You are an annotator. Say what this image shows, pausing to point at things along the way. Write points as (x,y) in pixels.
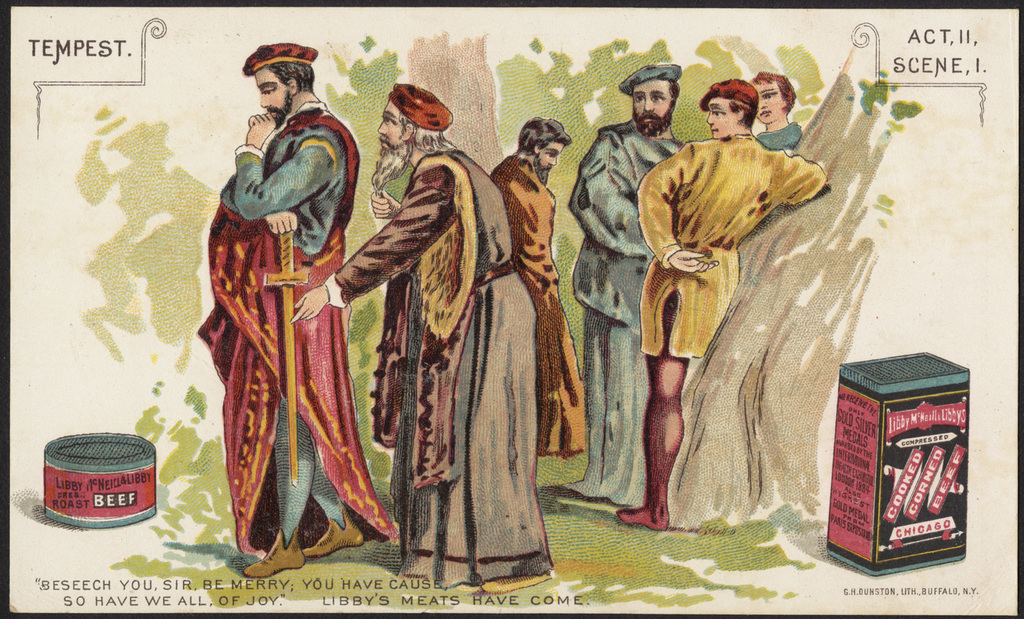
In this image I can see a poster (535,505). There is a drawing (240,445) of people (319,187) standing and there are trees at the back (807,485). There are 2 boxes (965,466) and some matter (66,599) written at the bottom (158,579).
